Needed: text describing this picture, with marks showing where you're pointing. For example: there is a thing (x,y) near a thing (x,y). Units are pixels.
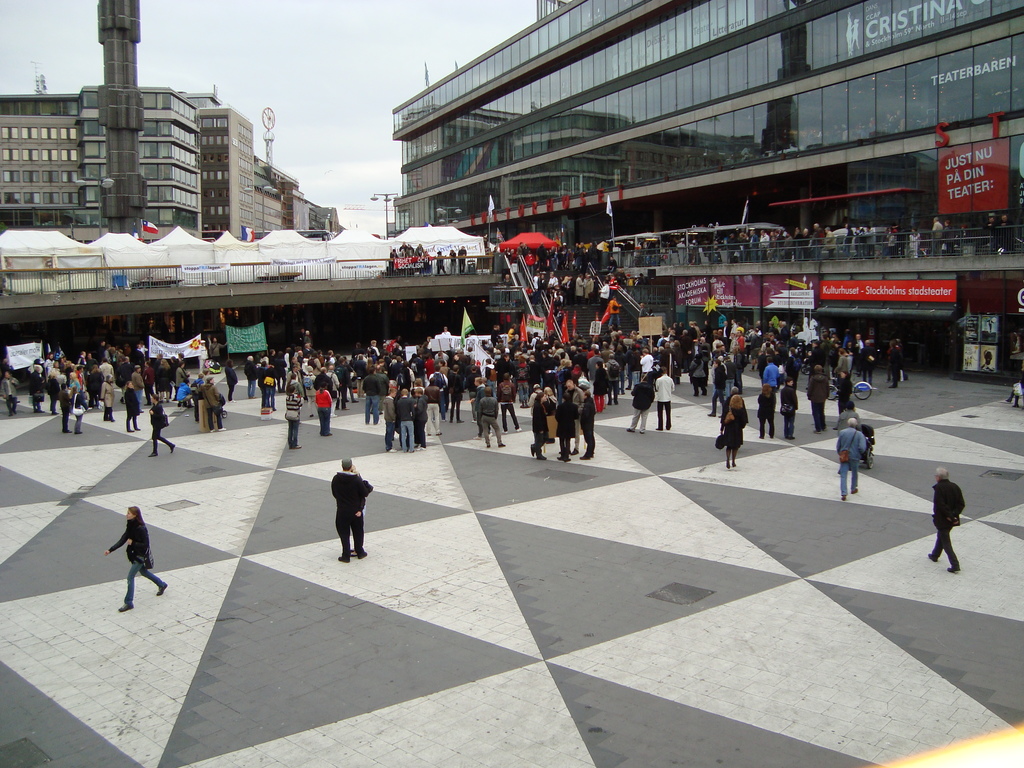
In the foreground of this image (592,527), there is a crowd (451,397) standing on the ground (487,543) and in the middle of the picture (581,309), there are few white tents (363,243), flags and stairs (598,307). On top (288,46), there are buildings (242,195) and the sky (274,46).
